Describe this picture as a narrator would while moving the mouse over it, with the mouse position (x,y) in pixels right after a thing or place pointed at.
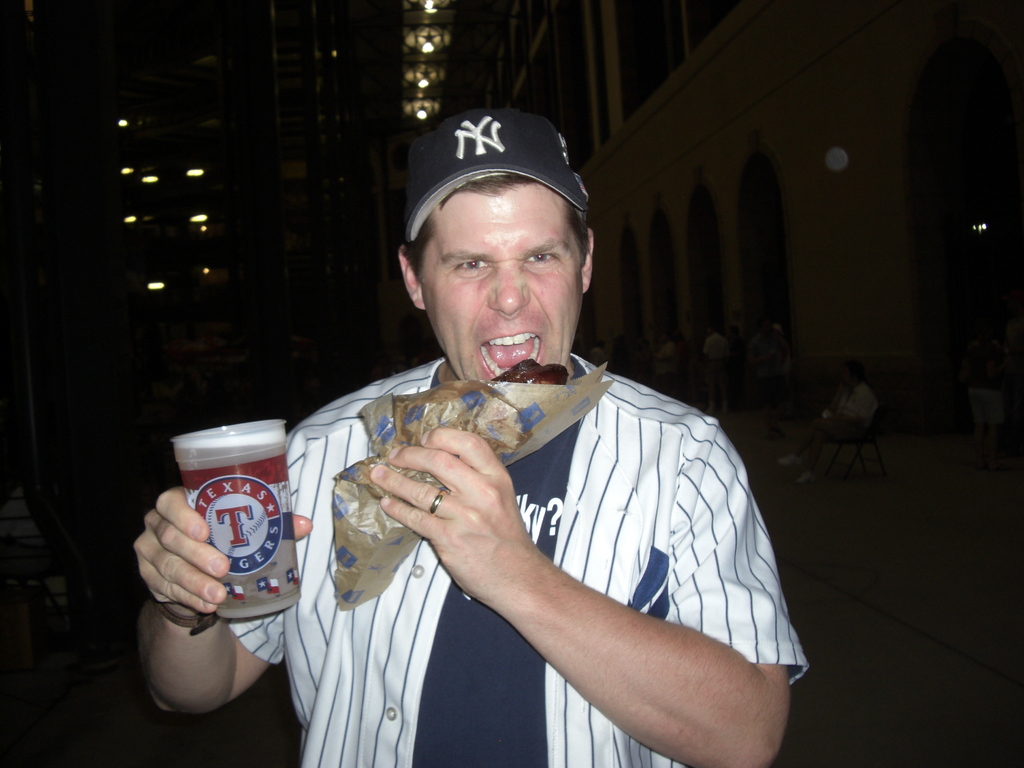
This image consists of a man (551,473). He is eating something. He is holding a glass (282,557) with the other hand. He is wearing a white shirt (604,506) and cap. There are lights (436,44) at the top (198,174). There is a building (816,239) on the right side (727,404).
